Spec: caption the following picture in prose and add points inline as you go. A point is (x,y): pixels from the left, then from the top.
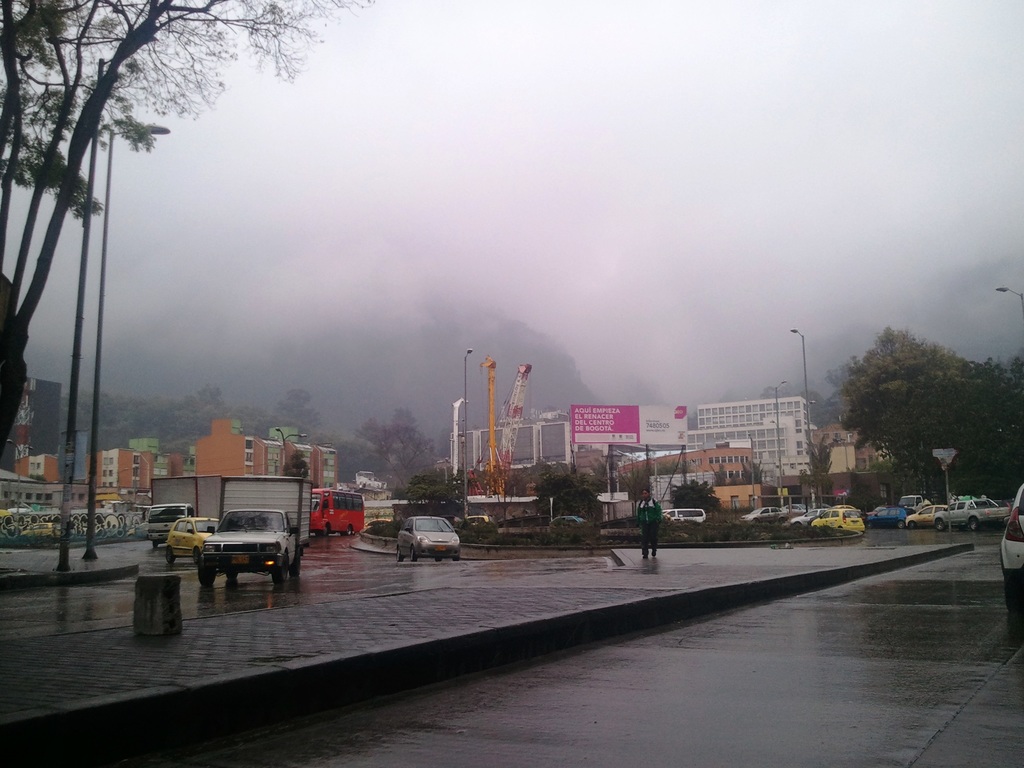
In this image we can see vehicles (907,503), poles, plants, trees (431,502), roads (615,752), hoarding (590,420), buildings (33,419), and a person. In the background (390,135) there is sky (773,205).
